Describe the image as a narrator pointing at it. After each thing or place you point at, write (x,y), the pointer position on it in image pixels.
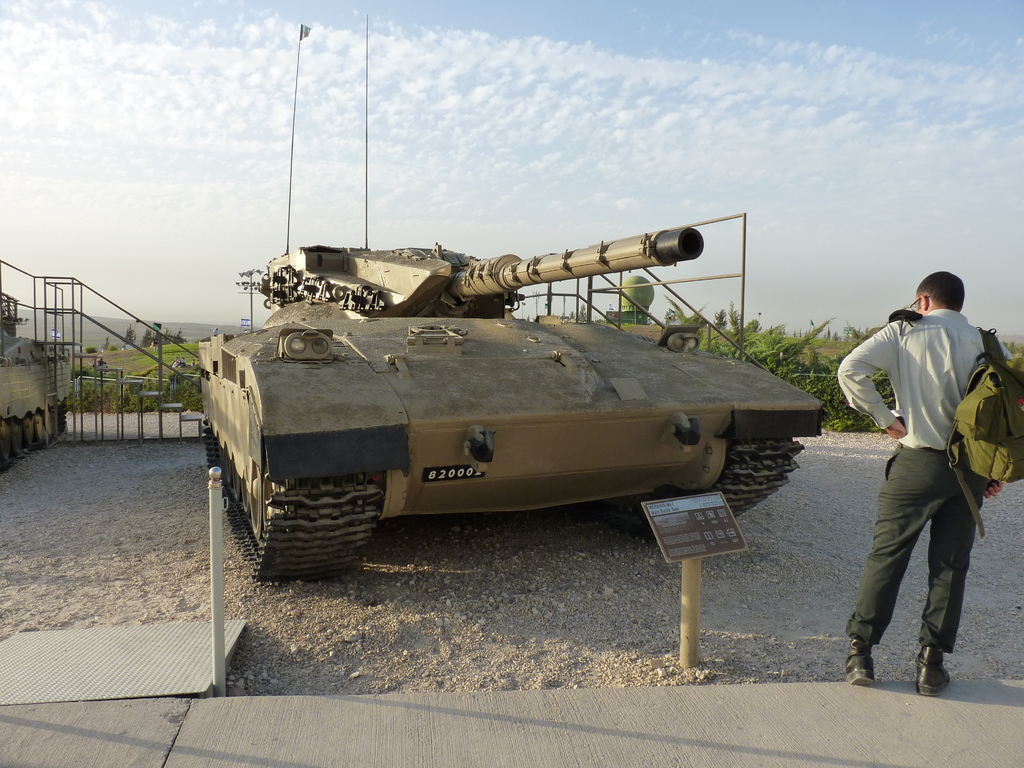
There is a person (918,511) standing and wore bag (989,424) and we can see tank (663,451). Background (601,107) we can see trees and sky (605,122).
